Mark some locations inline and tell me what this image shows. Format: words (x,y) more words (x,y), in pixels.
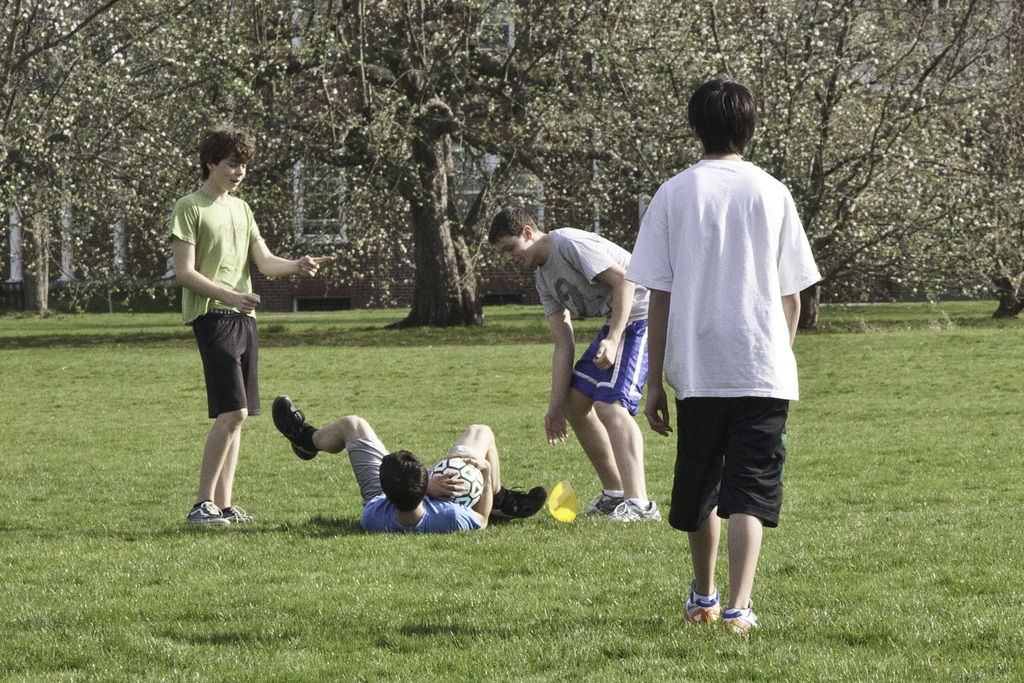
In this there are the four persons (667,296) visible, and a person (487,504) wearing blue color shirt (453,518) and holding a ball (466,475) on his hand (445,483) lying on the grass (377,585) and right side (683,420) a person (702,345) wearing white shirt (739,309) he is walking.
